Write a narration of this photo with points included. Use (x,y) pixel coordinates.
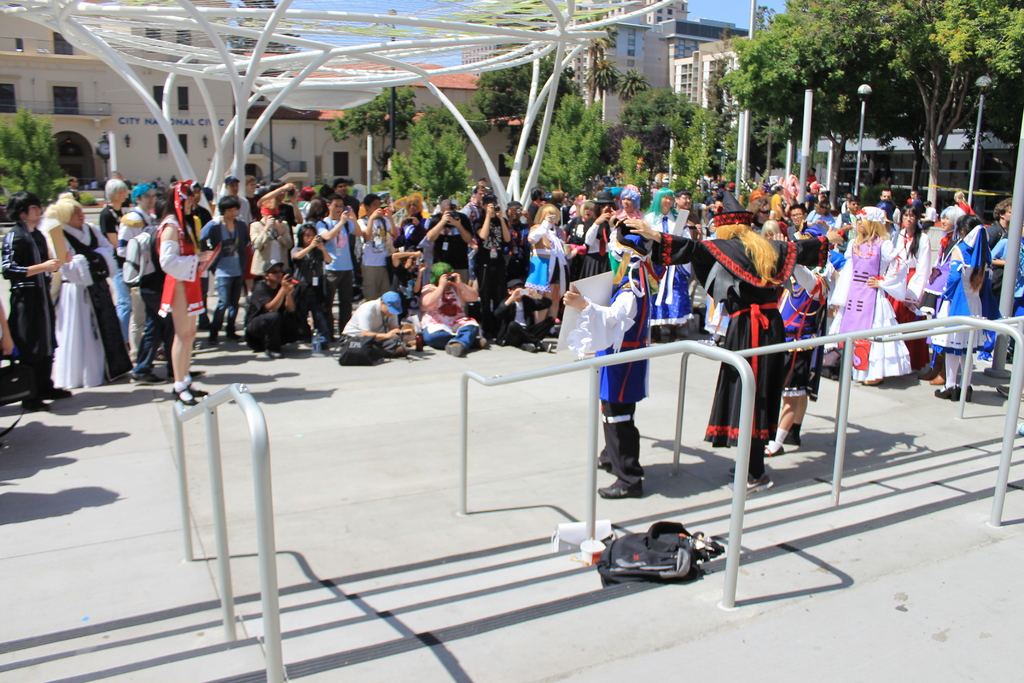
In this image in front (470,382) there is a railing (838,389). At the center of the image (551,259) there are a few people (634,223) standing on the road (346,407) and some other people (351,335) sitting on the road (394,374). Behind them there are rods (174,73). In the background of the image (141,118) there are buildings (76,121), trees (832,112), light poles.
